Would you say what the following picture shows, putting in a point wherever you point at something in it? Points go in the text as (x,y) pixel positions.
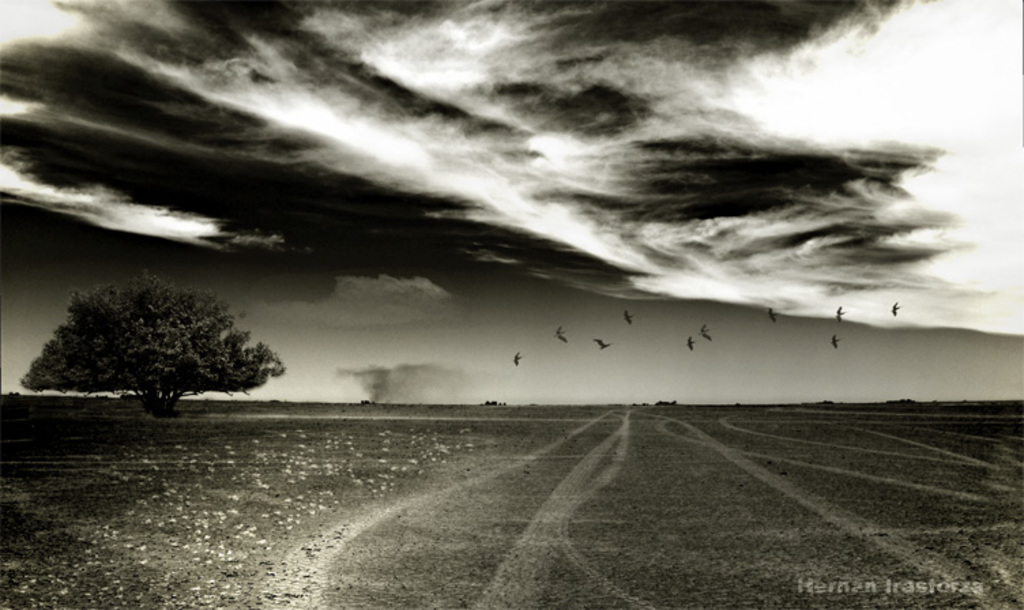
In this image I can see open ground (446,465), a tree (51,367), few birds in air (497,263) and cloudy sky (209,201). I can also see this image is in black and white colour.
